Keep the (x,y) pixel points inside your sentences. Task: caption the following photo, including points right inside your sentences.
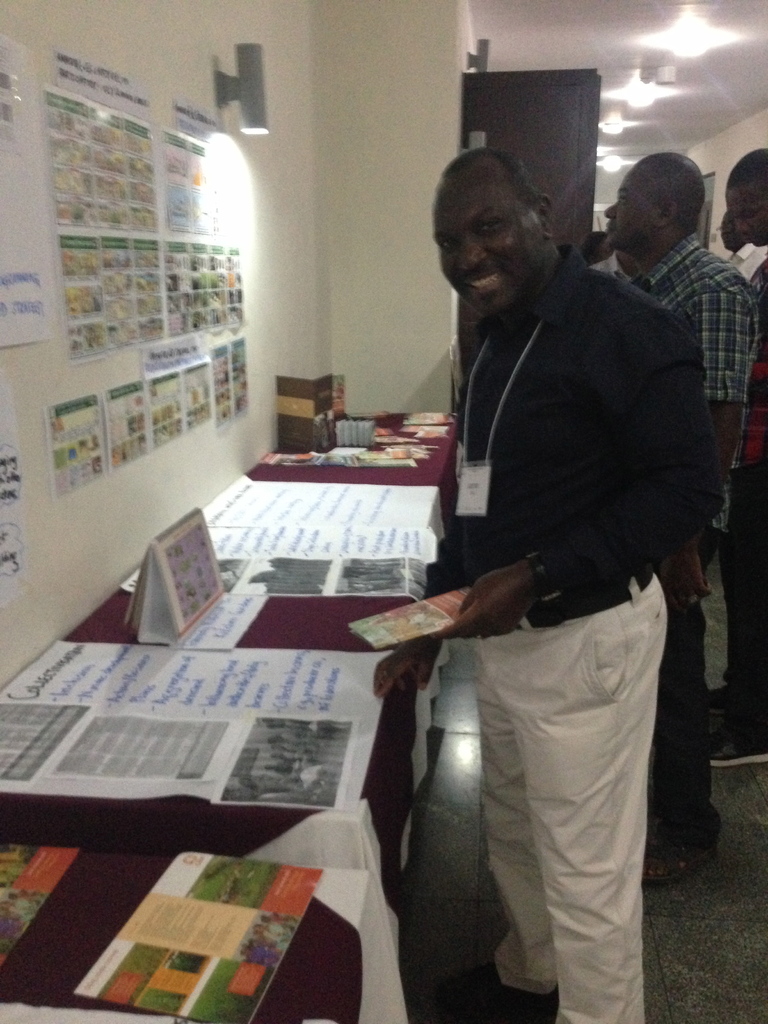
In the image we can see there are people (596,430) who are standing and on table (313,620) there are charts (277,585) and booklets (171,952) and on the wall (56,284) there are papers (106,267) which are sticked.
